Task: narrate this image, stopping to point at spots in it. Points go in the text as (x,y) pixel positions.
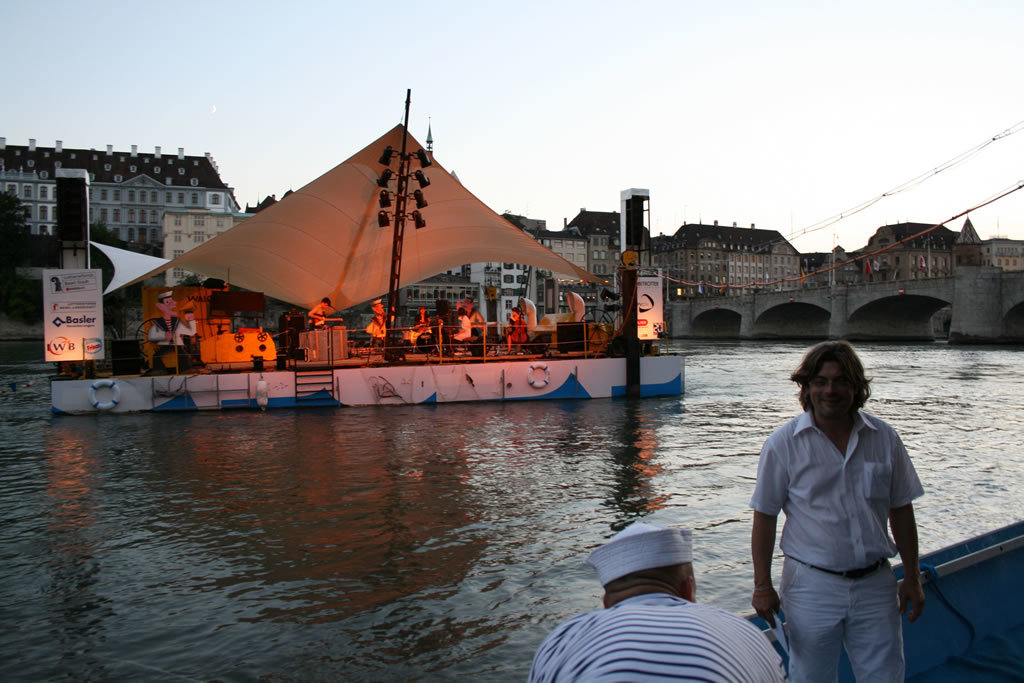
In this image we can see some people (841,607) standing on the surface (218,369), some people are holding musical instruments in their hands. One man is wearing a cap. On the left side of the image (185,344) we can see a statue (185,344), banner (72,318) with some text (88,345), a tent (278,287) and some objects (335,346) placed on the surface (334,362). In the background of the image (951,258) we can see trees (6,273), groups of buildings (793,258) with windows (790,258), a bridge (802,327) and the water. At the top of the image (510,64) we can see the sky (540,42).
